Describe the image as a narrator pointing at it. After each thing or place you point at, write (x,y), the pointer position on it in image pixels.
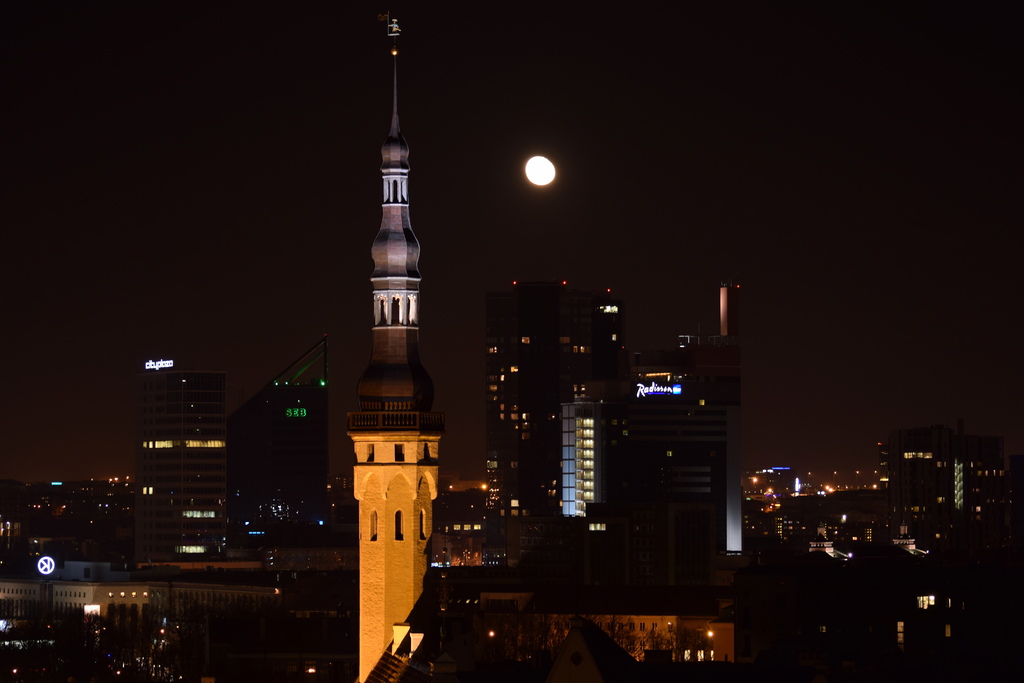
In this image in front there is a minar (372,422). There are buildings (623,469), lights (120,593). In the background of the image (658,183) there is a moon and there is sky (863,188).
